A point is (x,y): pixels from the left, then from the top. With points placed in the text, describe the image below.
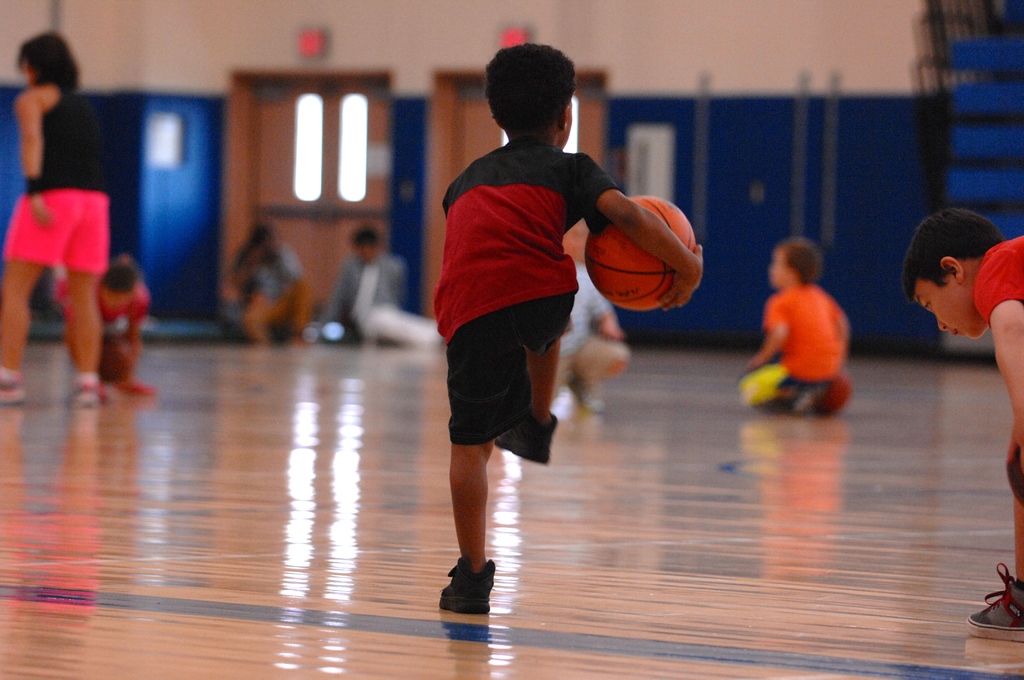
In this picture I can see a boy (488,84) standing and holding a basket ball (602,246), there are group of people (600,321), doors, and in the background (195,70) there is a wall (697,75) and there are some other objects (922,79).
